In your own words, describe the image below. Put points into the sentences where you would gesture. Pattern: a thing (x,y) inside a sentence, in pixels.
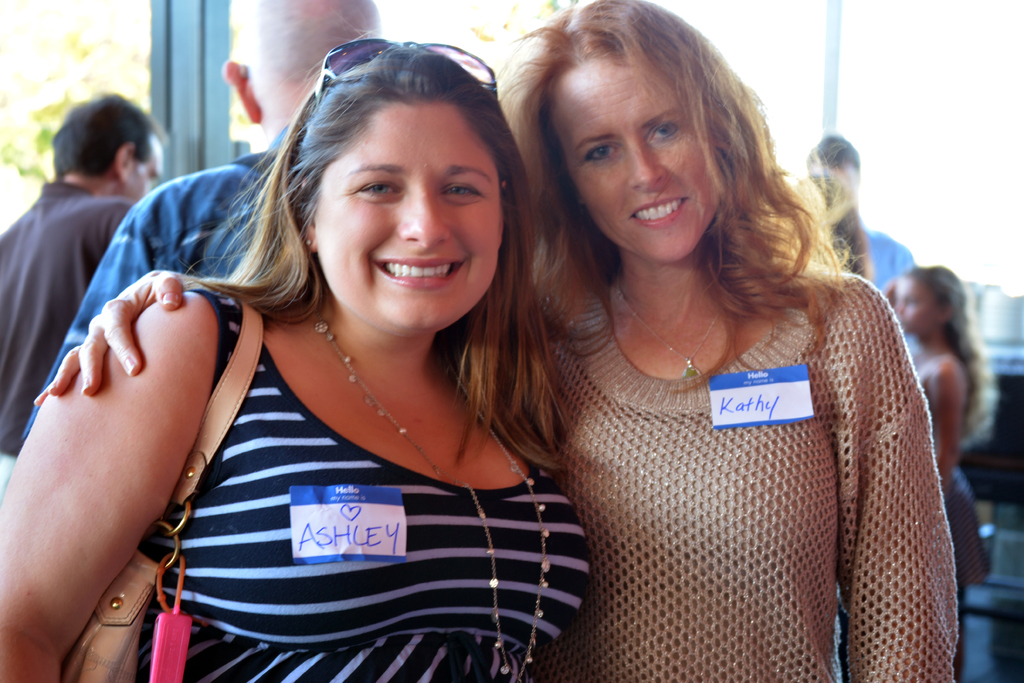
There are two women (452,177) standing and smiling. In the background (98,249) we can see people (961,387) and it is blurry.
